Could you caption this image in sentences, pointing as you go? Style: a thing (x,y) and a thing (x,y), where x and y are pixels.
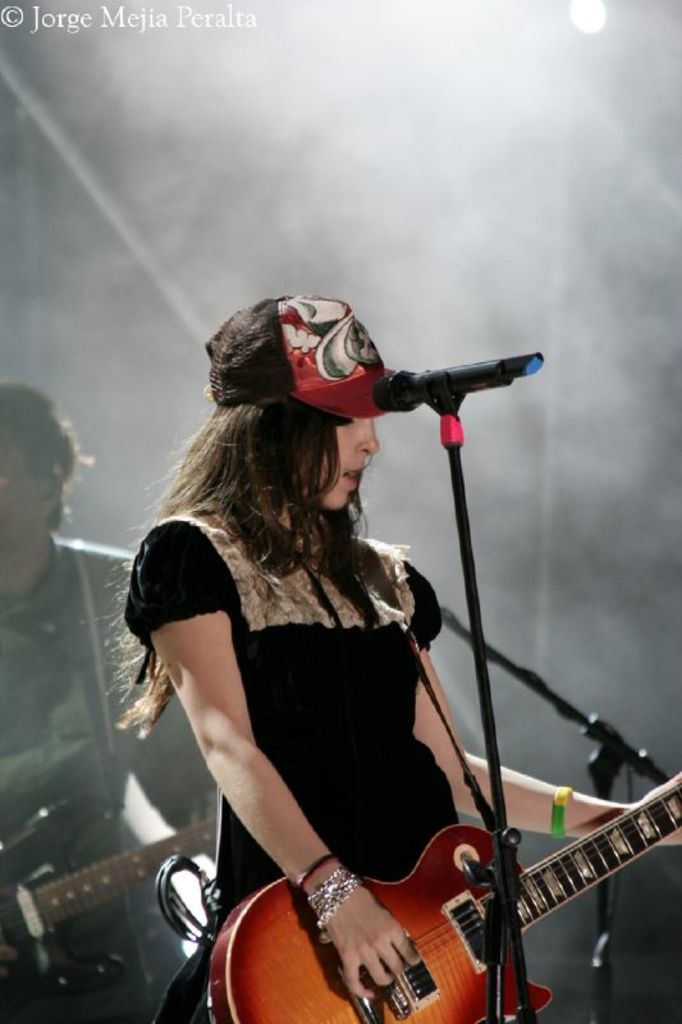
In this image I see a woman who is standing in front of a mic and she is holding a guitar (234,990). In the background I can see a person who is also holding a guitar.
